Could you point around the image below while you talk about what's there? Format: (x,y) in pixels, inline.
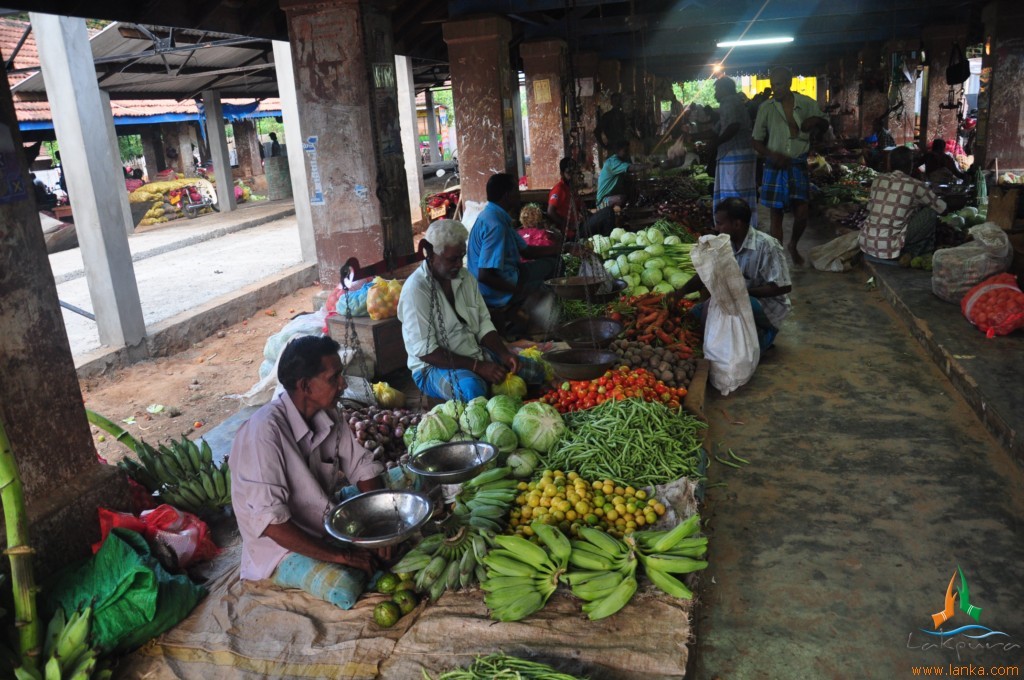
In the picture I can see people (691,281) among them some are standing and some are sitting on the ground (820,441). Here I can see vegetables (610,525), bags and some other objects (555,628). In the background (342,227) I can see pillars (336,196), lights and roofs (403,37). On the bottom right side of the image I can see a watermark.
